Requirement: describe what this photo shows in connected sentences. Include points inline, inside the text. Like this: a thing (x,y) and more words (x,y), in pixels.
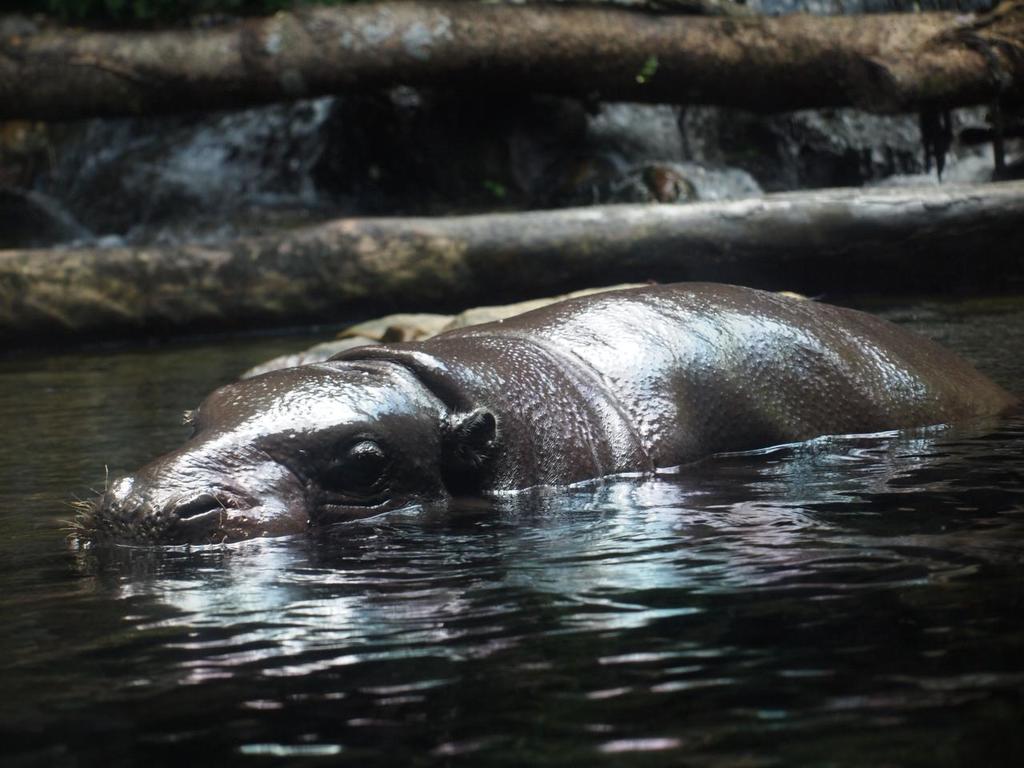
In this picture I can see the animal (524,462) in the water (503,661). I can see trunks (575,224).
